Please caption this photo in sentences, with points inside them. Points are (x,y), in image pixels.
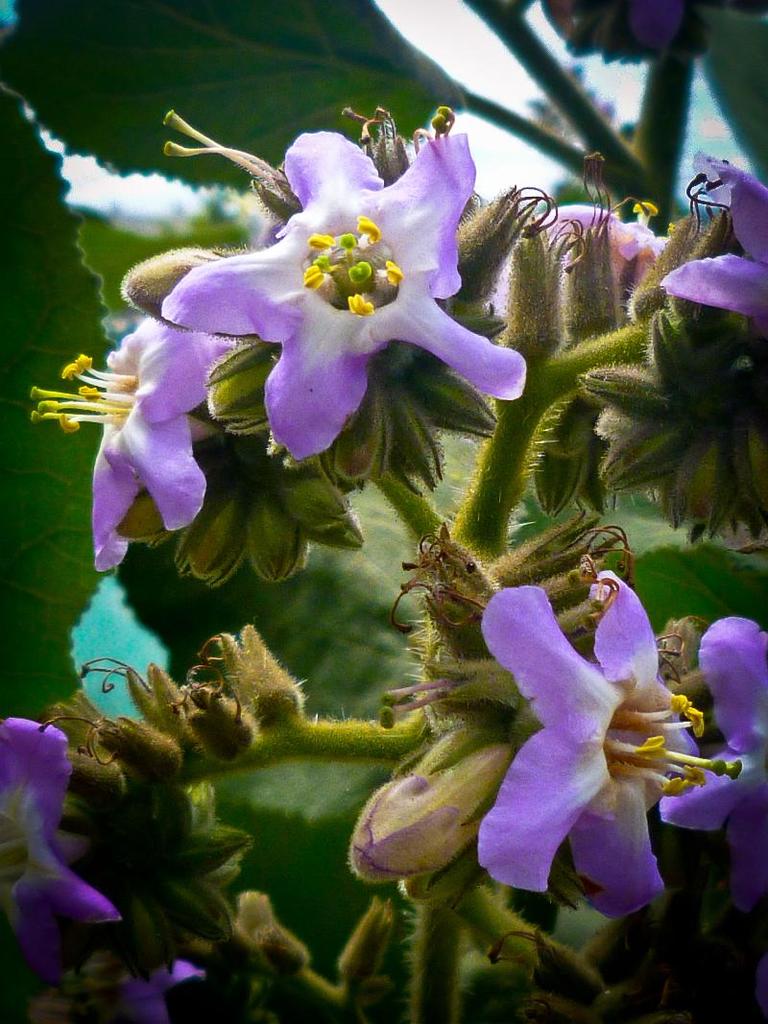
In the center of the image (262,379) there is a plant (497,887) and we can see flowers (552,663) and buds (410,815) on it.
